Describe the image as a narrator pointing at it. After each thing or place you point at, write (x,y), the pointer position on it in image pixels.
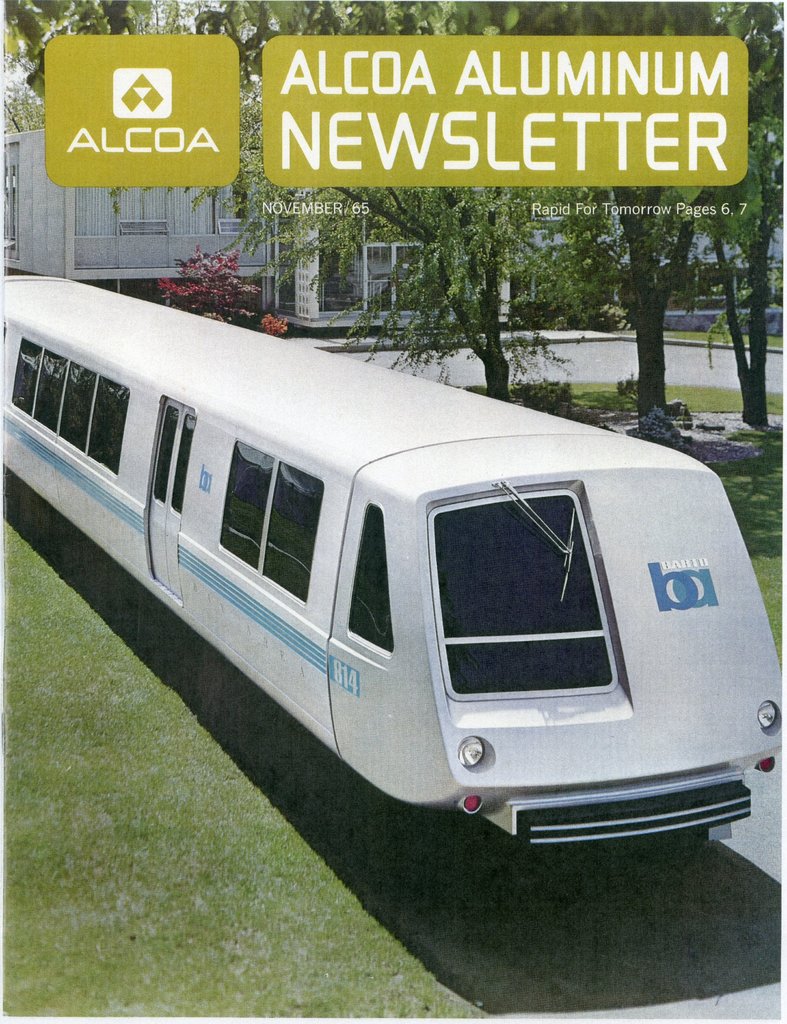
In the front of the image (554,566) there is a vehicle (166,514) and grass (130,789). In the background of the image (330,264) there are buildings (211,210), plants (267,325) and trees (31,53). At the top of the image (288,115) there are watermarks (361,41).
